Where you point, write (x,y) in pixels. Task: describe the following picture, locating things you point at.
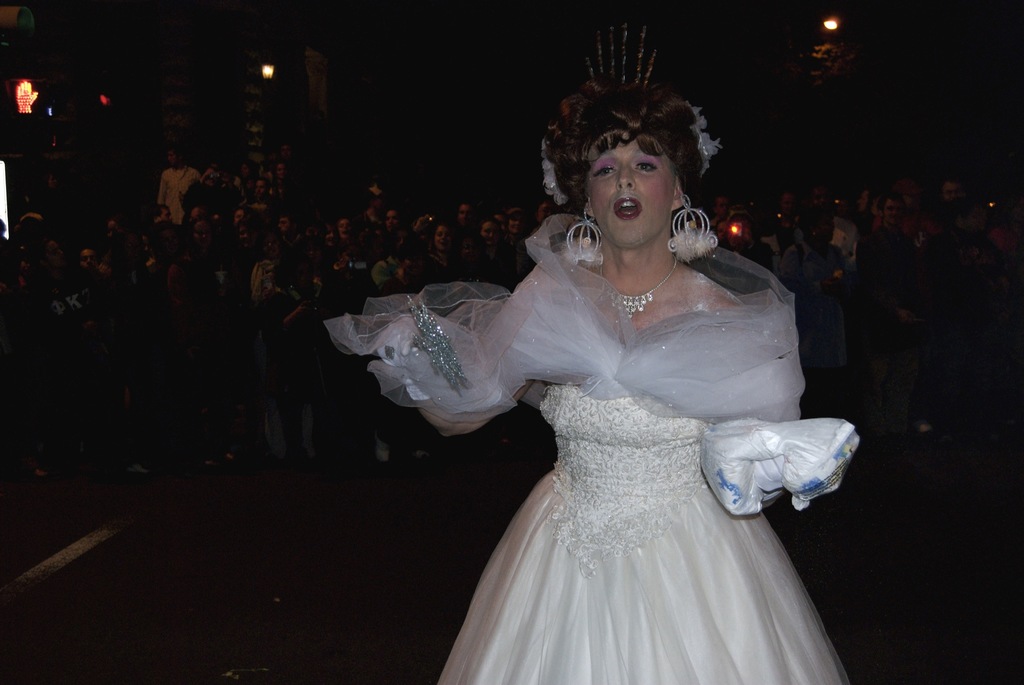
In this picture we can see a person (630,465) is standing in the front (619,528), this person (615,504) is wearing a white color dress (605,490), in the background (424,269) there are some people (370,226) standing, we can also see lights (23,92) in the background (10,92).
